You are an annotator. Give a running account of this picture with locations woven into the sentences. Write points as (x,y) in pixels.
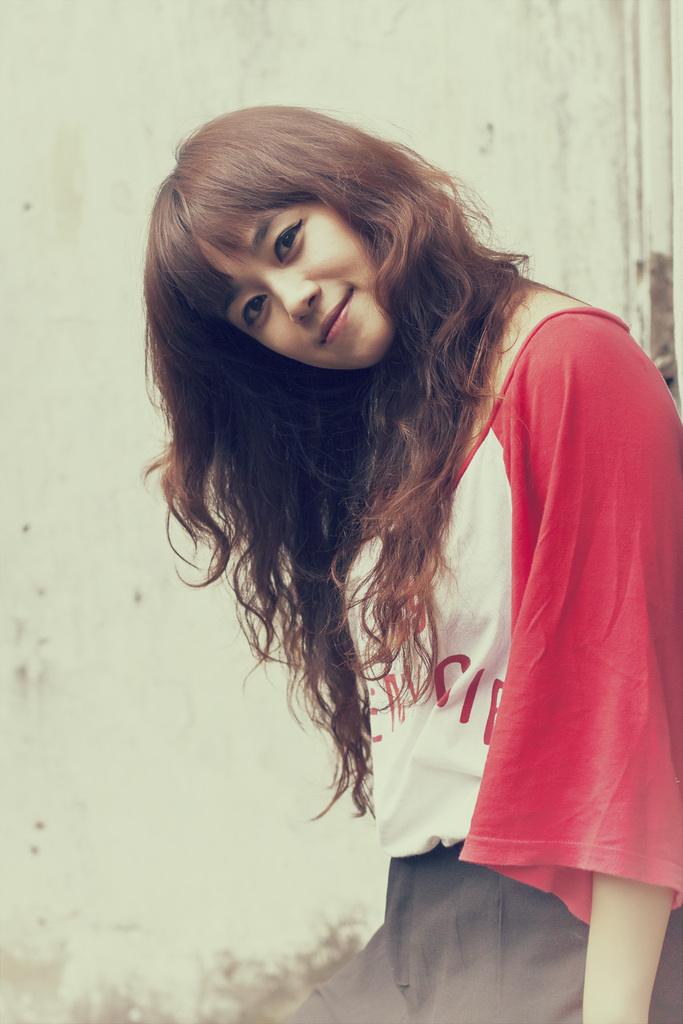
In the background (287,44) we can see the wall (169,41). In this picture we can see a girl (436,951) smiling and giving a pose.
